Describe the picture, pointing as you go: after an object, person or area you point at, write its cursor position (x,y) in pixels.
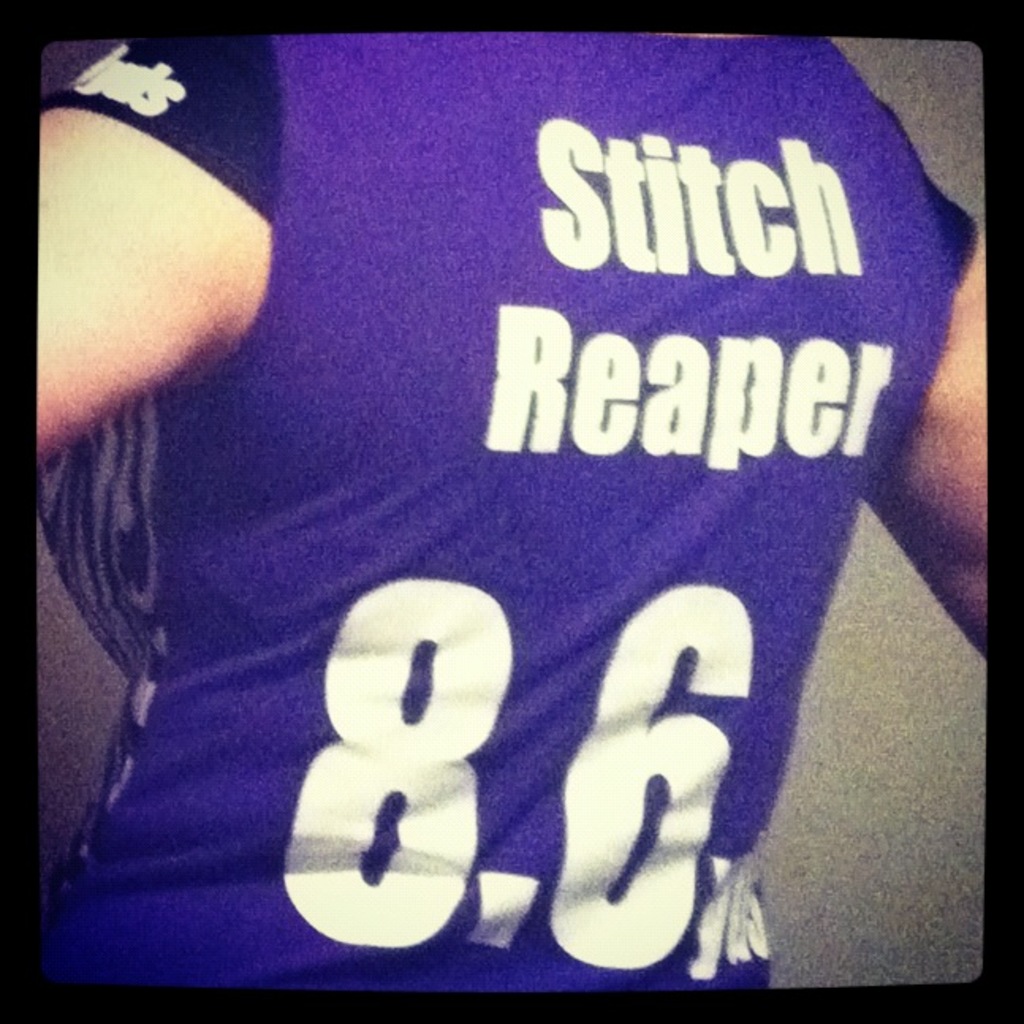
In this image we can see a person (605,278) wearing a t-shirt (379,683) with some text (506,317) and numbers (663,826) on it.
